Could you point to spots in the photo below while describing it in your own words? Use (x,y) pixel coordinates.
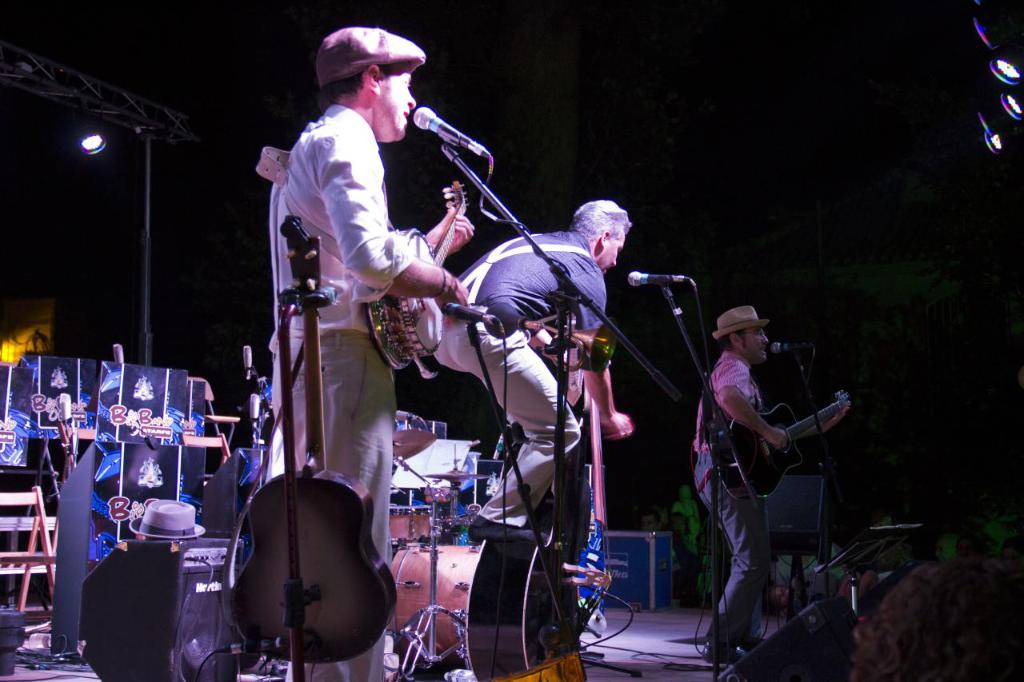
On the stage (672,608) there are three man (374,293) performing something. A man (742,566) on the right side (747,360) he is playing guitar (774,459) and i think he is singing, he wear a hat (743,329), trouser (742,578). A man (548,467) in the middle (544,280) he wear a shirt (534,290) and trouser (537,387). A man (355,217) on the left (331,235) he is singing and playing a musical instrument (408,332) he wear a cap (357,41). In the back ground (163,557) there are many musical instruments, hat (186,516), some text (152,419), light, pole (149,291). I think this is a stage performance.
